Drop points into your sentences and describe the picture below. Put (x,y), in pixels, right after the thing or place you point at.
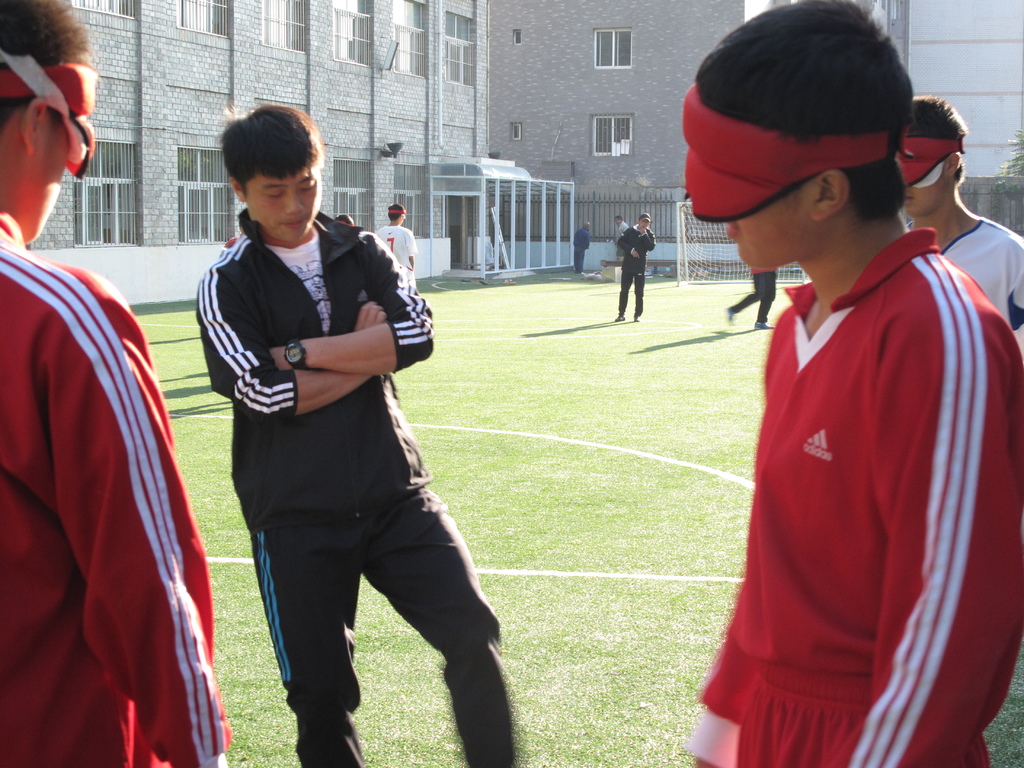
This picture describes about group of people (260,429), few are standing on the grass (603,511) and few are walking, in the background (699,262) we can see a net (701,227), few buildings (648,69) and metal rods (553,216).
